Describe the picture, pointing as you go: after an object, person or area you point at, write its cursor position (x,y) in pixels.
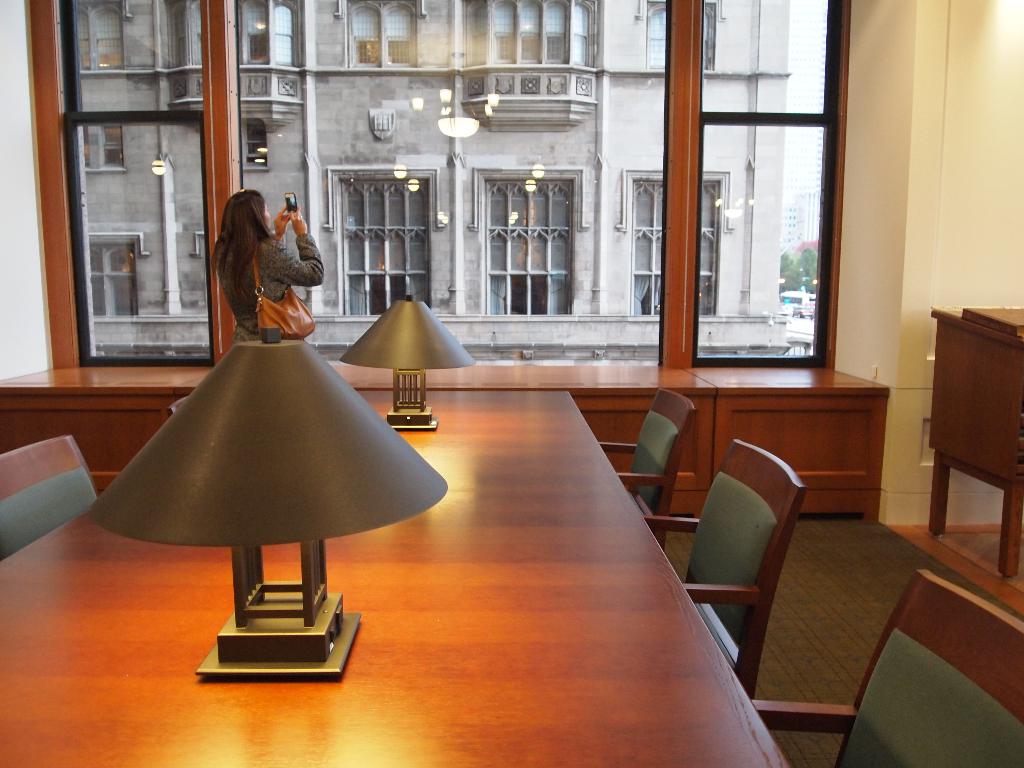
In this picture we can see one woman (313,283) taking a snap through camera (295,200). She is wearing a brown colour handbag (295,311). This is a table (426,654). These are chairs (889,715). At the right side of the picture (975,432) we can see one table (976,390). Through window (545,229) we can see outside view of a building (529,101). These are trees (800,277). This is a huge building (803,218).
